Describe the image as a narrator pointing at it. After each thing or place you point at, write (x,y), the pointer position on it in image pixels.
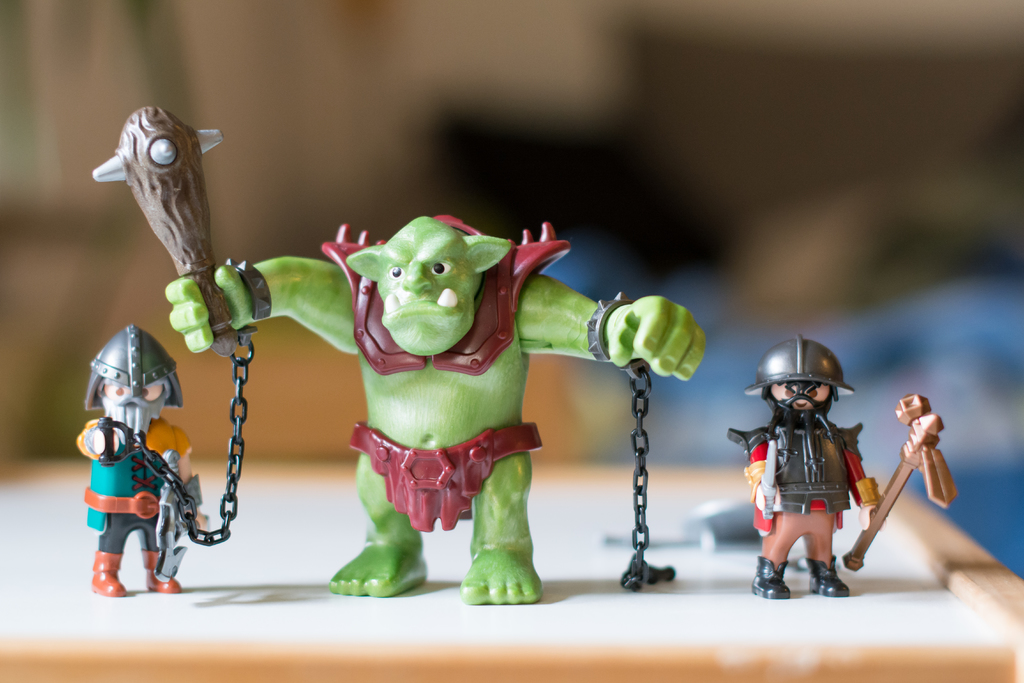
In this image I can see few toys (112,530) on a wooden surface (505,631). The background (366,90) is blurred.
